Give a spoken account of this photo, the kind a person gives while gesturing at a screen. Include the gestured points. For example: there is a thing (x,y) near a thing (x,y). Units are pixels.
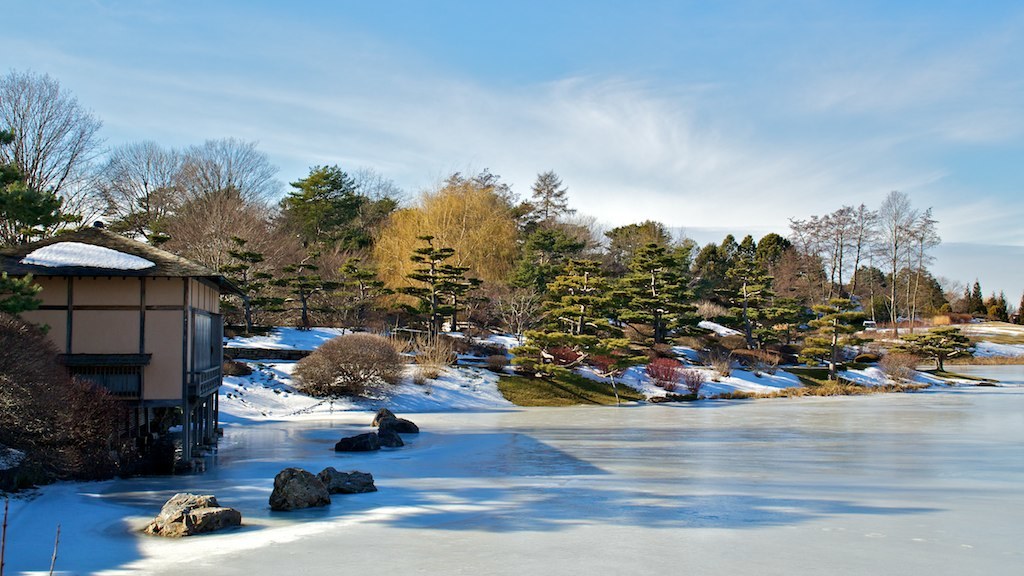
In this image at front (293,505) there is water (579,505) and rocks (297,473). At the left side of the image (161,335) there is a building (135,353). At the back side (429,305) there are trees (627,243). At the bottom of the surface (475,388) there is snow (475,369) and at the top (485,80) there is sky (507,82).
